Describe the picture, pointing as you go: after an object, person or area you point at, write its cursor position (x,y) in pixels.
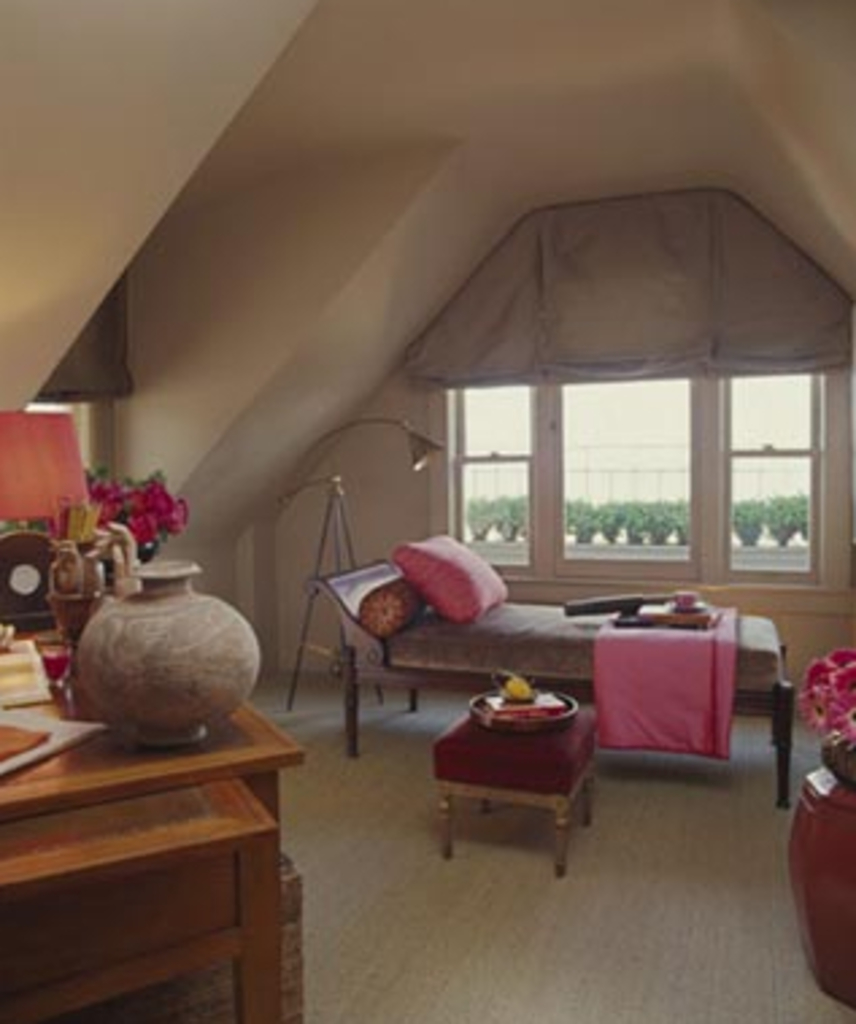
In this image I can see the inner part of the room (440,464). I can see few papers (28,654), lamp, pot (189,713) and few objects (39,613) on the brown color table (132,795). I can see the pillow (463,595), blanket (696,714) and few objects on the bed (629,728). I can see few objects (560,717) on the stool (540,763). In the background (778,511) I can see few windows (570,484), light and the wall (272,593).
